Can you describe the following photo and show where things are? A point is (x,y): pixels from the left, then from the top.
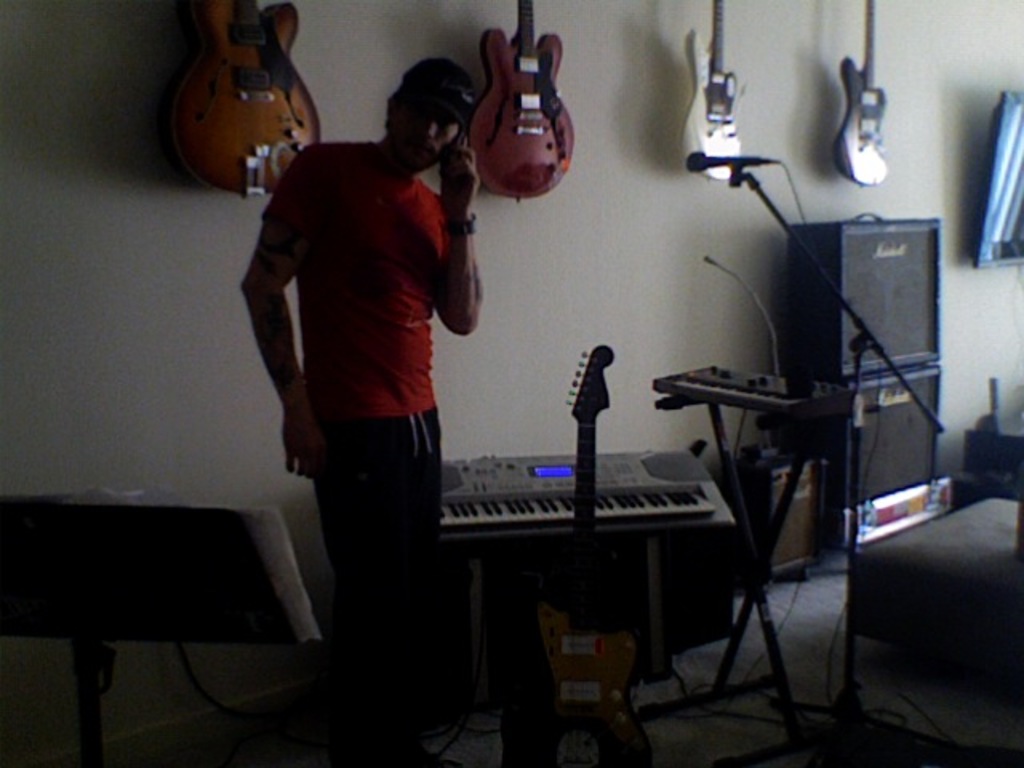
This picture is of inside the room (809,152). On the right (886,308) there are two speakers (886,385) placed one above the another and there is a microphone (700,167) attached to the stand (753,178) and placed on the ground (825,690), beside that there is a musical keyboard (778,400) placed on the stand (795,459). In the center (634,506) there is a Guitar (578,453) and a musical instrument (656,506) placed on the ground (659,723) and there is a Man (379,198) wearing a red color t-shirt (392,288), standing and seems to be talking on mobile phone (455,155). On the left (125,565) there is a stand (102,668). In the background (234,25) we can see the Guitars (274,17) hanging on the wall (348,105).
